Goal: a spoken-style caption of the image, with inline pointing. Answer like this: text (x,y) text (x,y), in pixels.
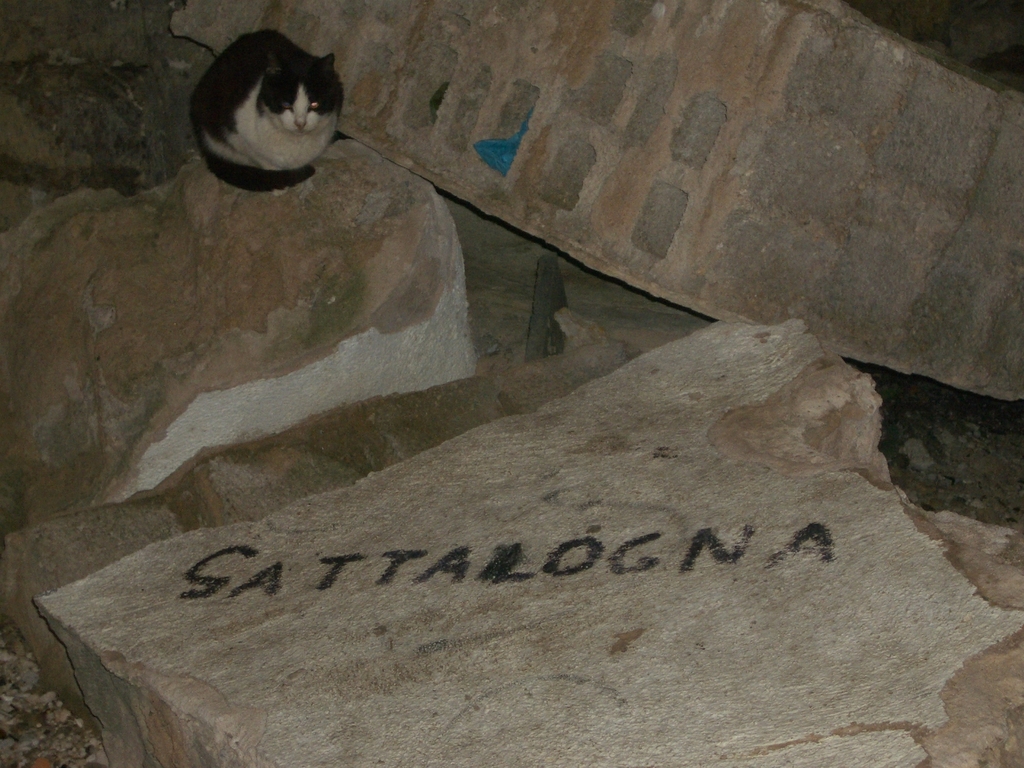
In this picture I can see a cat (316,120) on the rock (305,281), and there are rocks (647,411).
